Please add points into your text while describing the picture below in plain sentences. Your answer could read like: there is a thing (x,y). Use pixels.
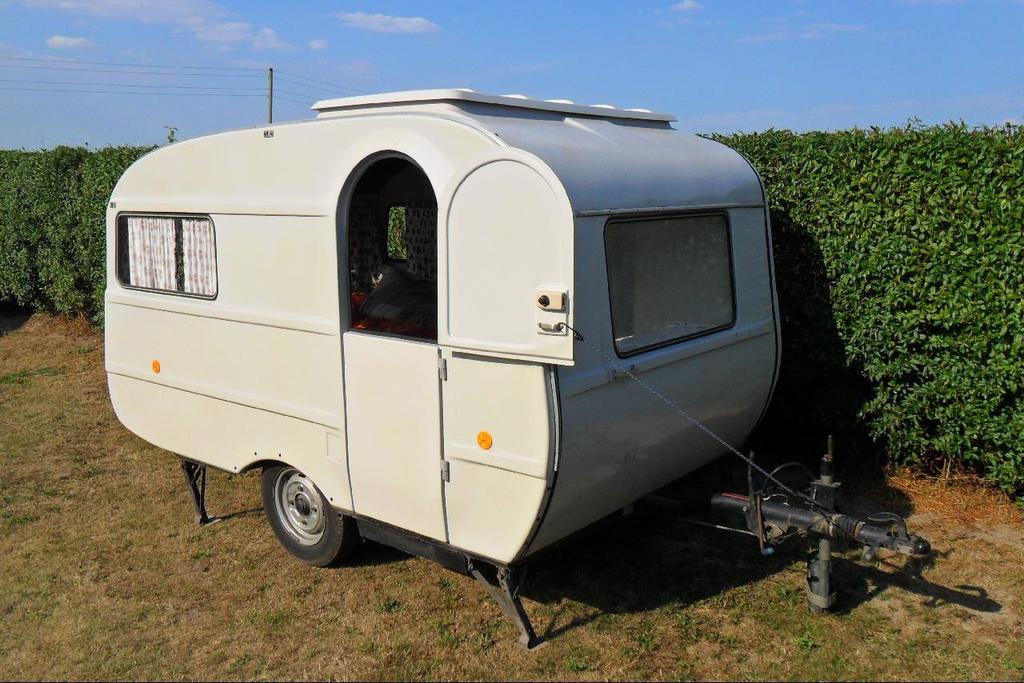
In this image, there is grass (344,668) on the ground (471,659), there is a white color box (518,474) with the wheels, there is a white color door (431,397), at the background (854,349) there are some green color plants (21,216), at the top (869,62) there is a blue color sky (763,39) and there are some white color clouds (155,4).
